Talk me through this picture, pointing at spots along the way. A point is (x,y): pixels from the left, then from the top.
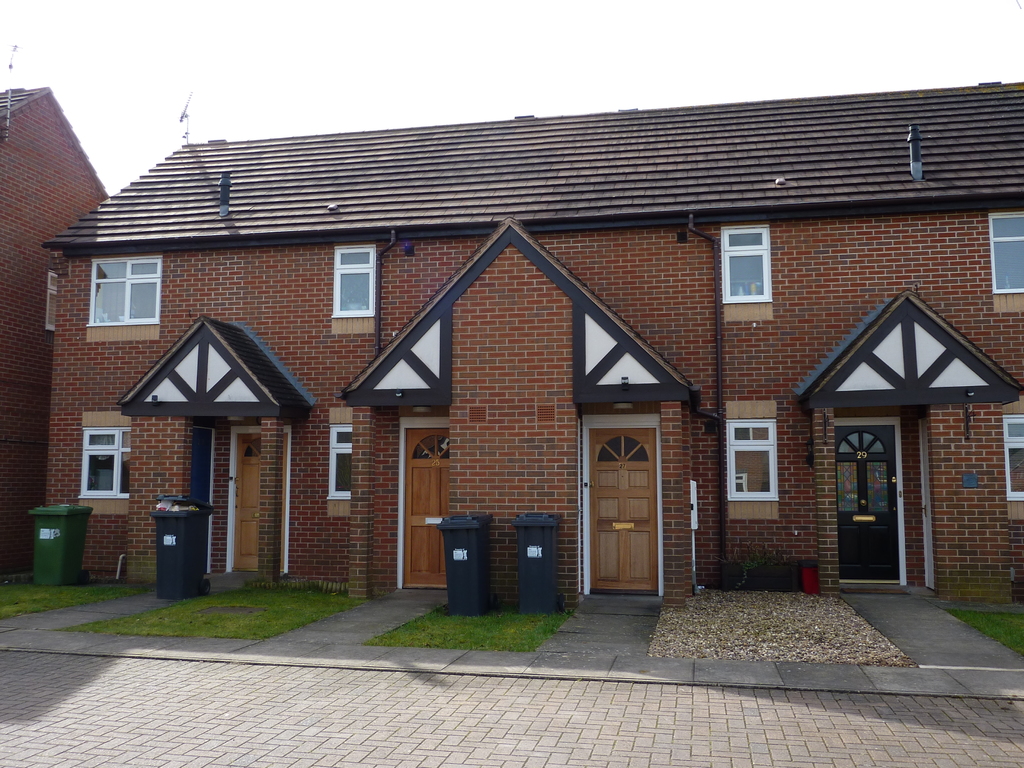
In this picture there are buildings (633,293). In the foreground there are dustbins (39,528) and there is a plant (772,555). On the top of the building (473,166) there are roof tiles (577,167) and there are pipes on the wall (482,352). At the top (258,58) there is sky (354,30). At the bottom (494,742) there is grass (479,648) and there is a road (907,716).
